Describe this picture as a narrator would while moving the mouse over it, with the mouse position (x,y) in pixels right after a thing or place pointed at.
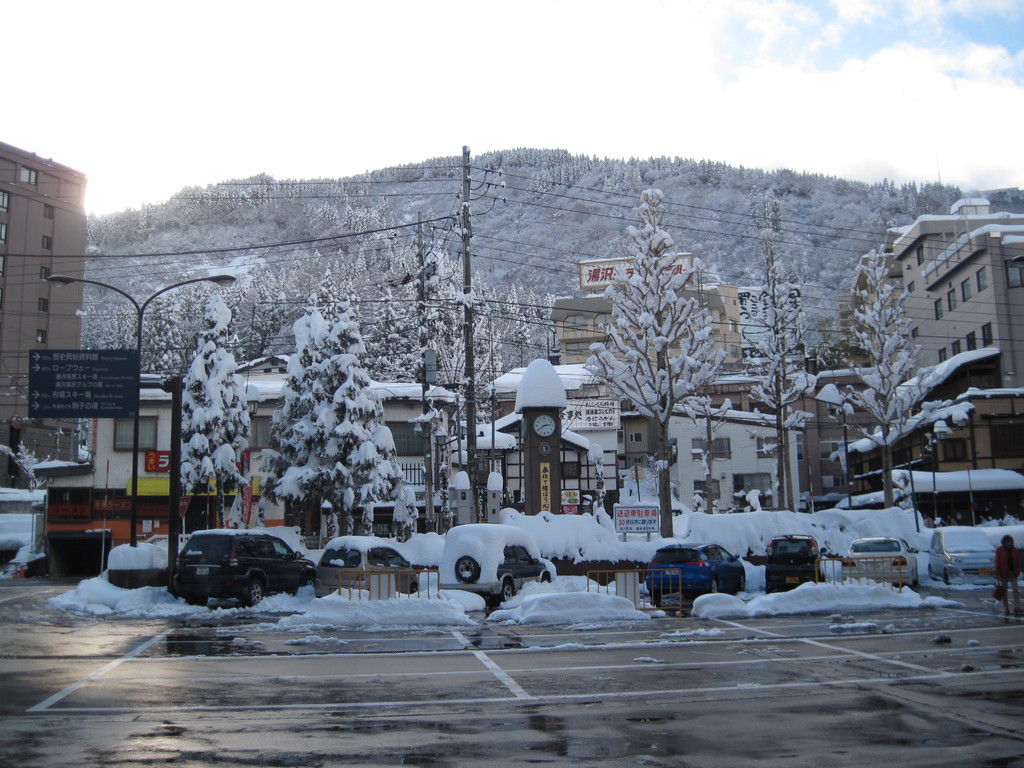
In this image we can see a person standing on the right side of the image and there are some vehicles (179,581) covered with snow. We can see some buildings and trees (272,468) in the background (373,395), which are covered with snow (510,260) and there is a street light (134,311) on the left side of the image (100,406) with a board (130,354). There are some power poles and we can see the mountain (188,241) in the background (180,261) and at the top (852,77) we can see the sky (365,79).
